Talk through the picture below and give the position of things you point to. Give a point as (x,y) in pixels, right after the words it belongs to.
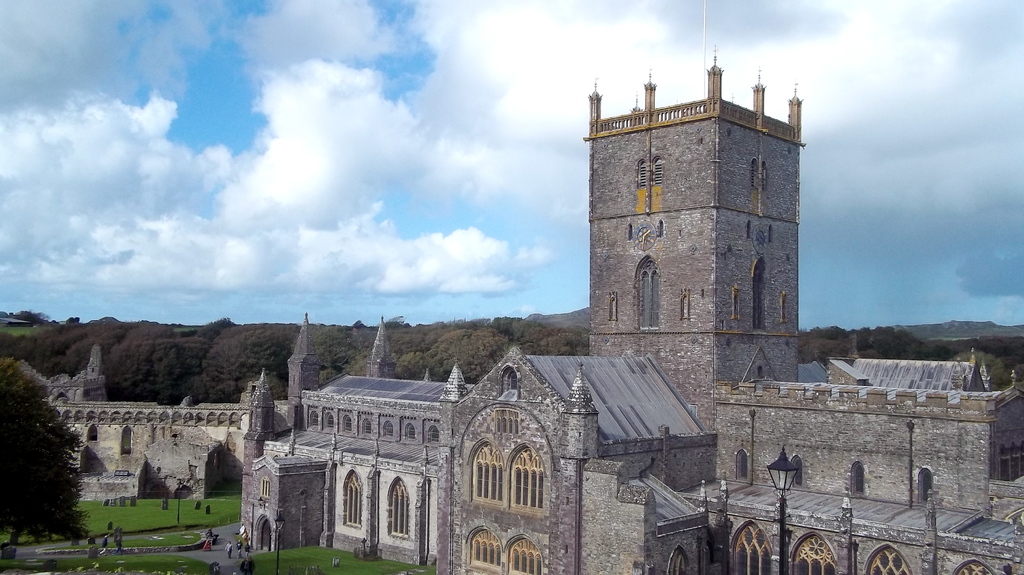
There is a stone castle (259,545) in the center of the image (663,247) and there are people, tombstones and grassland (140,513) at the bottom side (190,539). There are trees (402,347) and sky (375,228) in the background area (386,194).
